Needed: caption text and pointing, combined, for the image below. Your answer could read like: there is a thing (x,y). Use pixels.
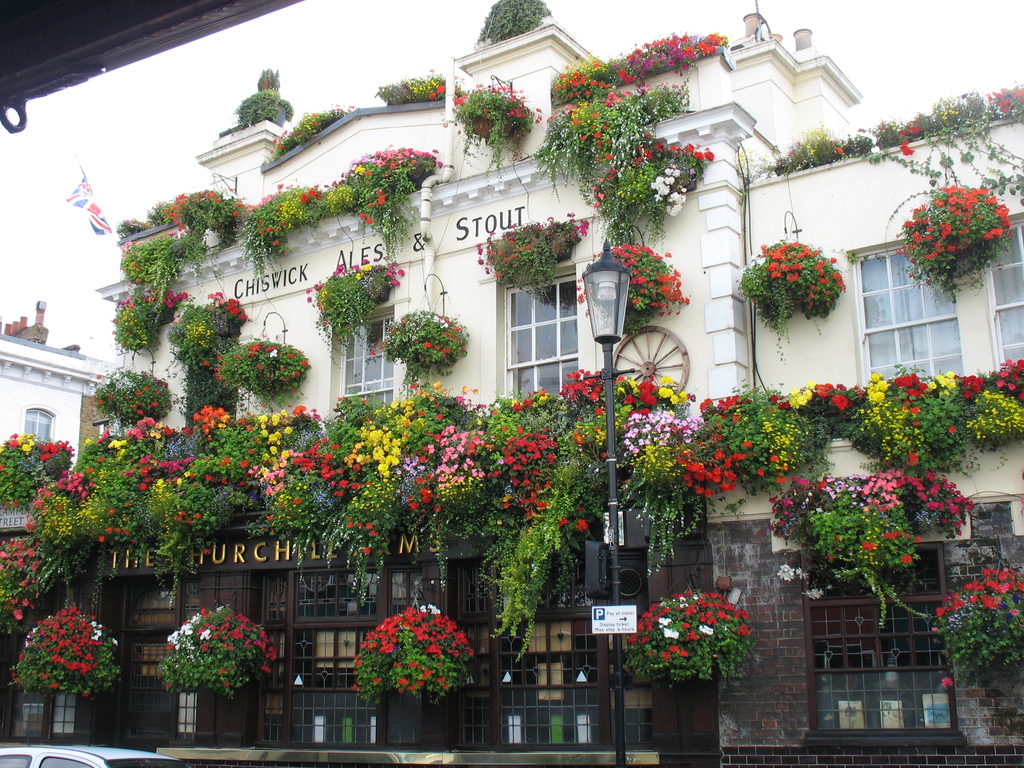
In this picture we can see the buildings (53,404). On the building (710,101) we can see plants (470,487), flowers (319,446), windows (918,320) and glass (909,309). In front of the building (656,356) we can see car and street light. At the top (27,234) we can see sky (672,2) and clouds (672,2). On the left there is a flag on the building (966,362).
